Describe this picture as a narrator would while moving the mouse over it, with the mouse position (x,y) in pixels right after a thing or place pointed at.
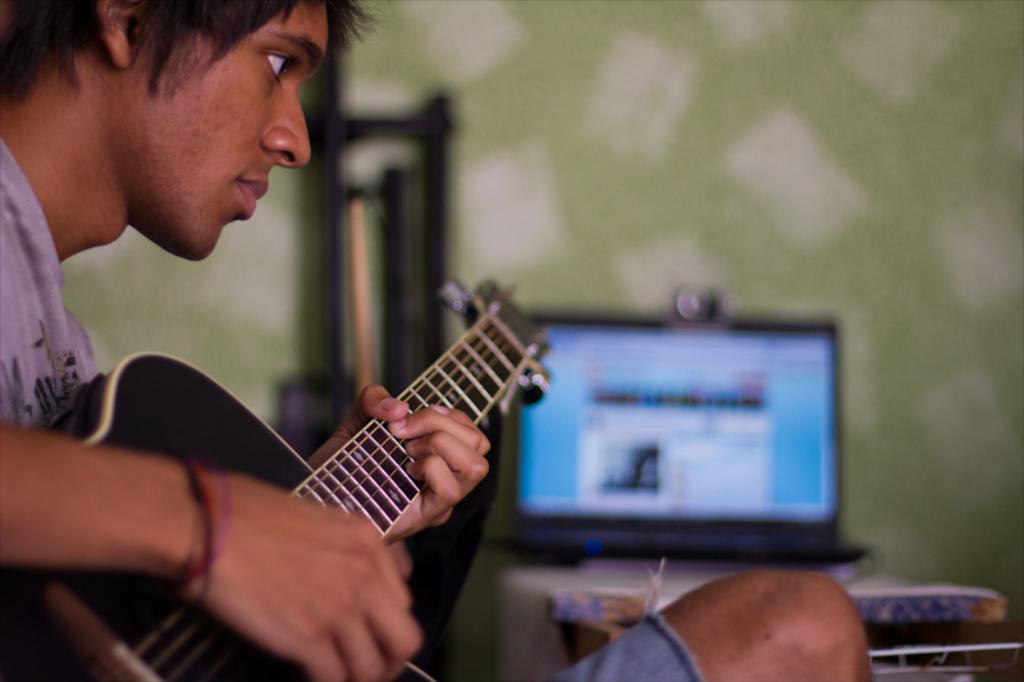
In this image we can see a man (192,197) sitting and playing the guitar (126,362), and in front here is the laptop (699,367) on the table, and here is the wall (662,152).
